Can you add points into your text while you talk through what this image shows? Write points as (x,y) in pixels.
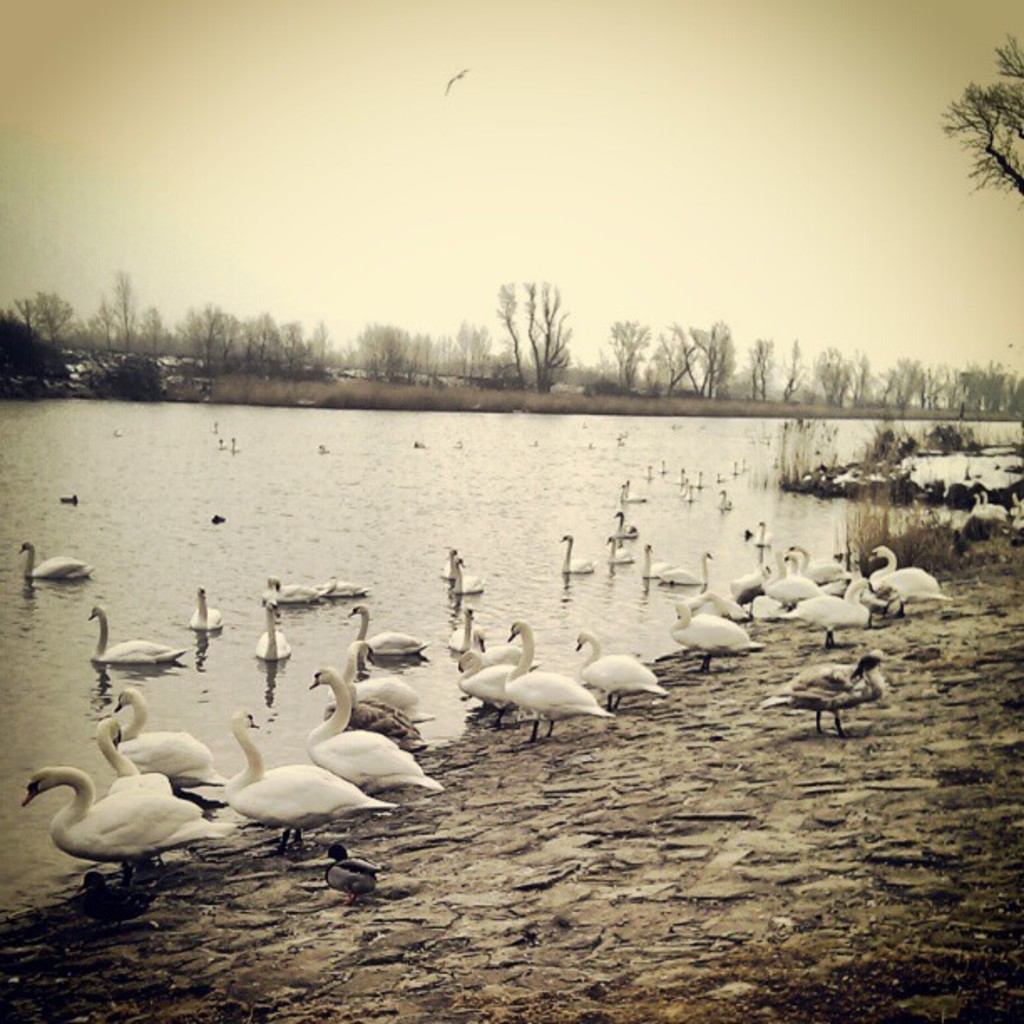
This picture is a black and white image. In this image we can see one river (667,647), some swans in the water (230,591), few ducks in the water (860,440), two ducks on the ground (992,566), some swans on the ground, some rocks (967,504) in the water (1002,471), one bird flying in the sky (569,155), some trees (1008,384), plants (871,499) and grass (891,511) on the ground (981,535). At the top (879,199) there is the sky (638,134).
